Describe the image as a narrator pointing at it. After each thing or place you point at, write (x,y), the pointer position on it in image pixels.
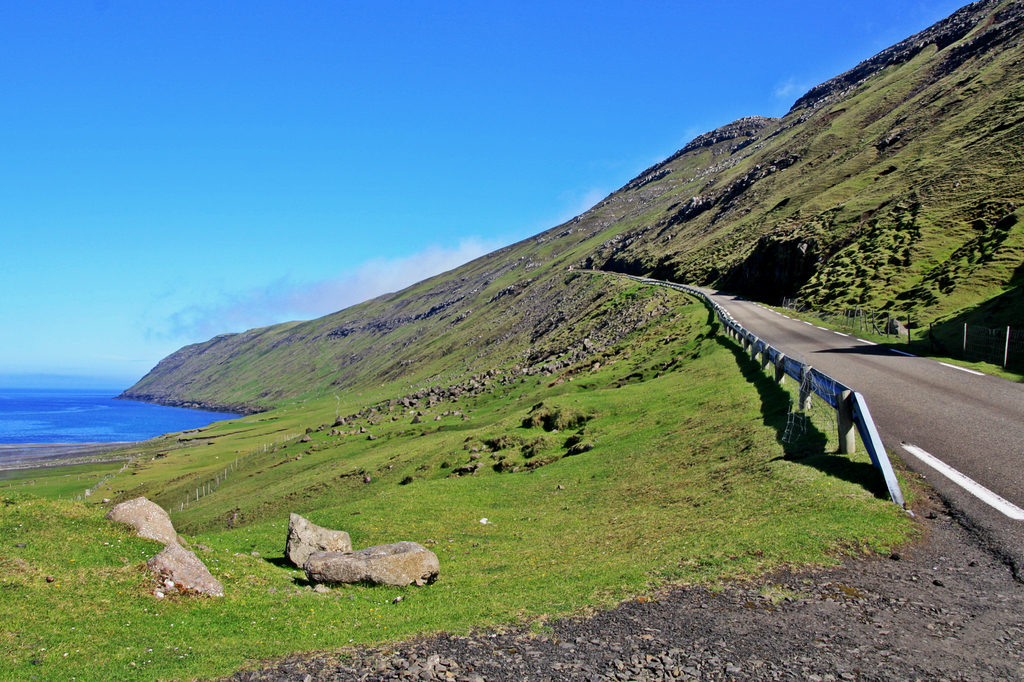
In this image we can see a road (885,372) with small fencing (817,392) on the right (854,379). Also there is a hill (436,304). There are rocks (333,552) and grass (607,473). On the left side (102,409) there is water (121,390). In the background (439,152) there is sky (409,159).
